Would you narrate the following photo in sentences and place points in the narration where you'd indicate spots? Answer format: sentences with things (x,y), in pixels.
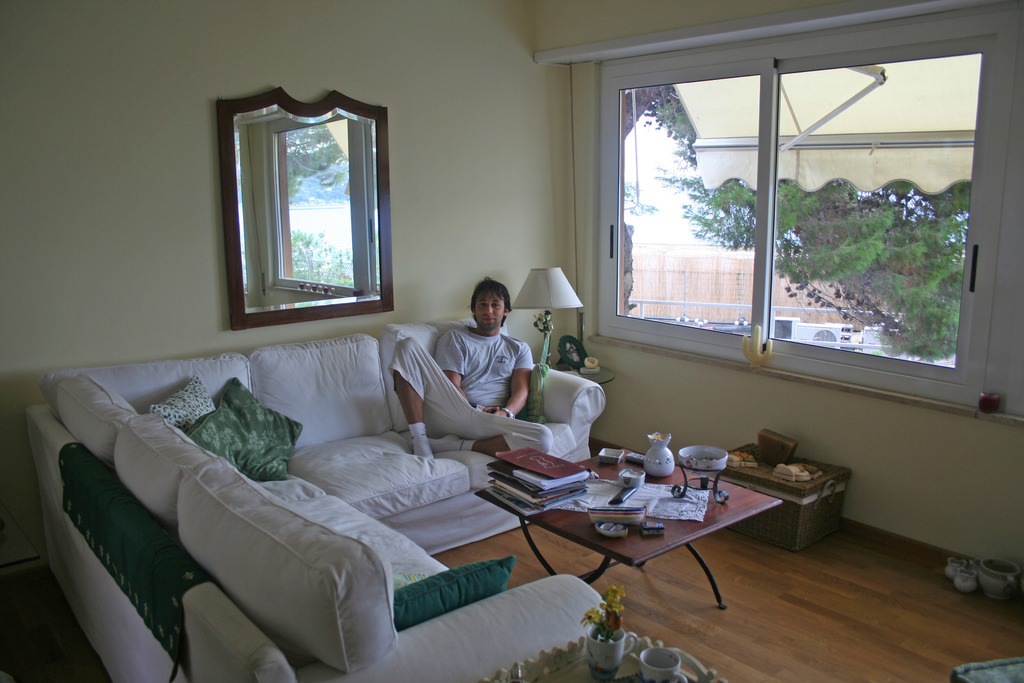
In this picture we can see a room (710,238) where we have sofa (137,382) and on sofa (194,442) there are pillows (231,428) and person (505,382) is sitting on that sofa (336,415) and in front of him there is table (728,514) and on table (709,492) we can see books (555,463), vase (650,461), bowl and beside to him there is a lamp (558,297), windows (633,220), sun shade (866,173), trees (832,223) and in the background (267,167) we can see wall (101,204) and mirror (278,276) to that wall (222,285).
